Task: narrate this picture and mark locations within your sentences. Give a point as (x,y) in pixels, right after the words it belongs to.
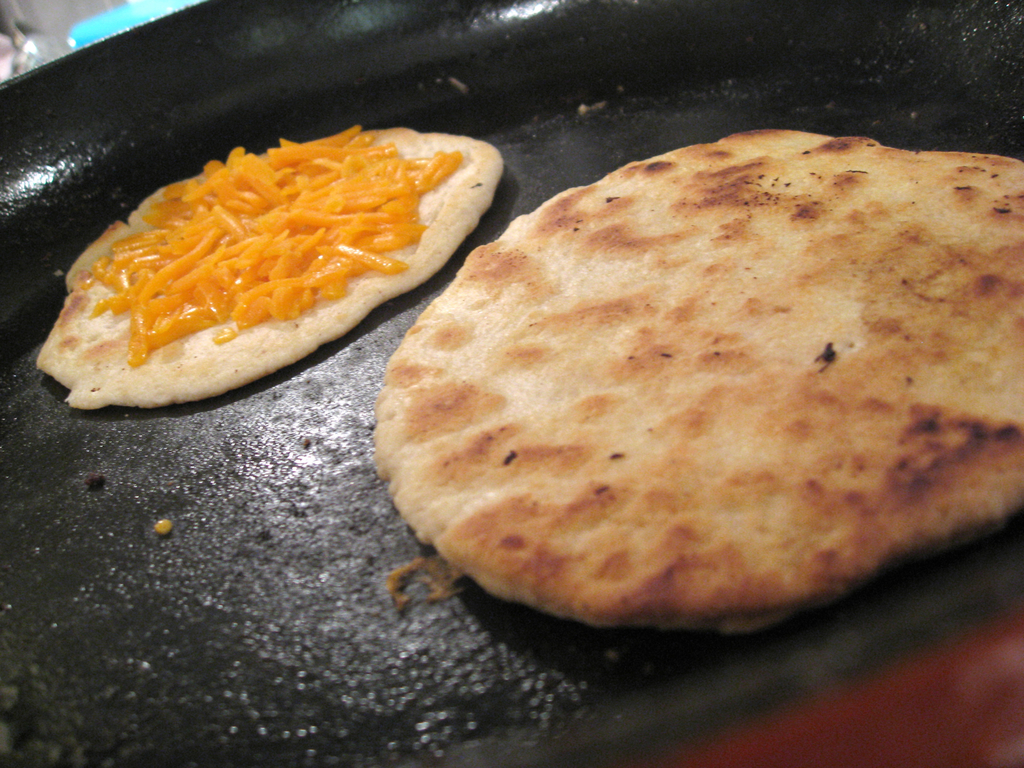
In this picture, we can see a black color pan (415,120). On that pan (567,120), we can see some food items (516,249).
